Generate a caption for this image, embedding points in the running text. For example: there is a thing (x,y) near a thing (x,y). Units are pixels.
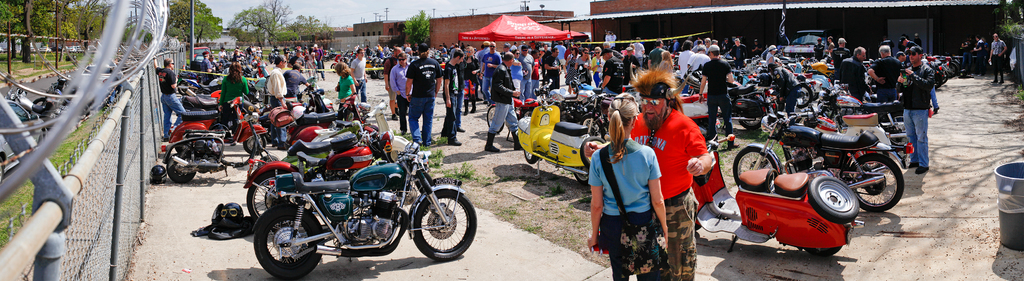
In this picture we can see helmets (227,219), bikes (534,108), tent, buildings (439,36), poles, trees (309,27), fence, road (32,83), grass (57,146), dust bin (1018,203), vehicle (808,40) and a group of people (347,84) standing on the ground (513,226) and some objects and in the background (393,13) we can see the sky (365,13).
